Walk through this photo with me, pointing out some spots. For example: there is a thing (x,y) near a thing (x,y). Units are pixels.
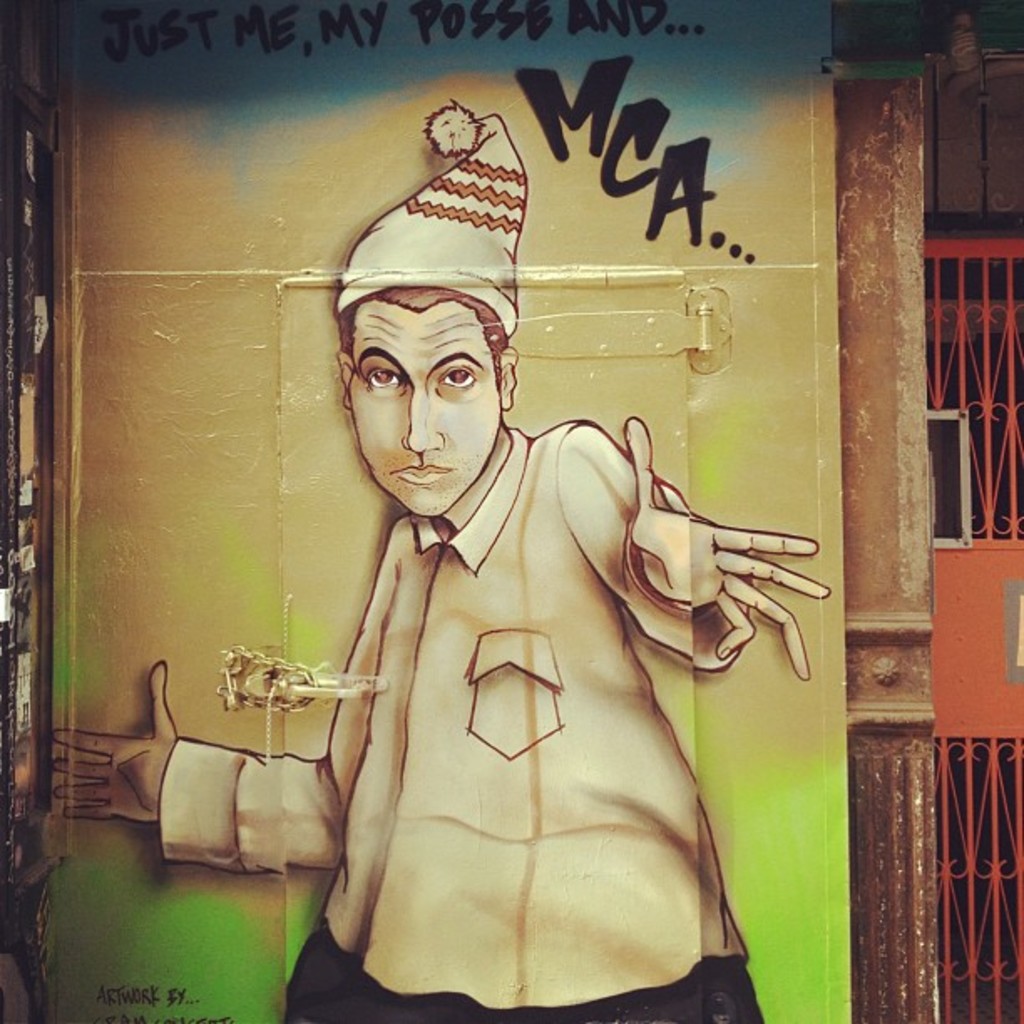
In this image we can see the depiction of a man (489,619) with a cap (470,225) on the door (310,416). We can also see the text (651,138). On the right (890,601) we can see a pillar (897,619) and also the gate (956,625).
